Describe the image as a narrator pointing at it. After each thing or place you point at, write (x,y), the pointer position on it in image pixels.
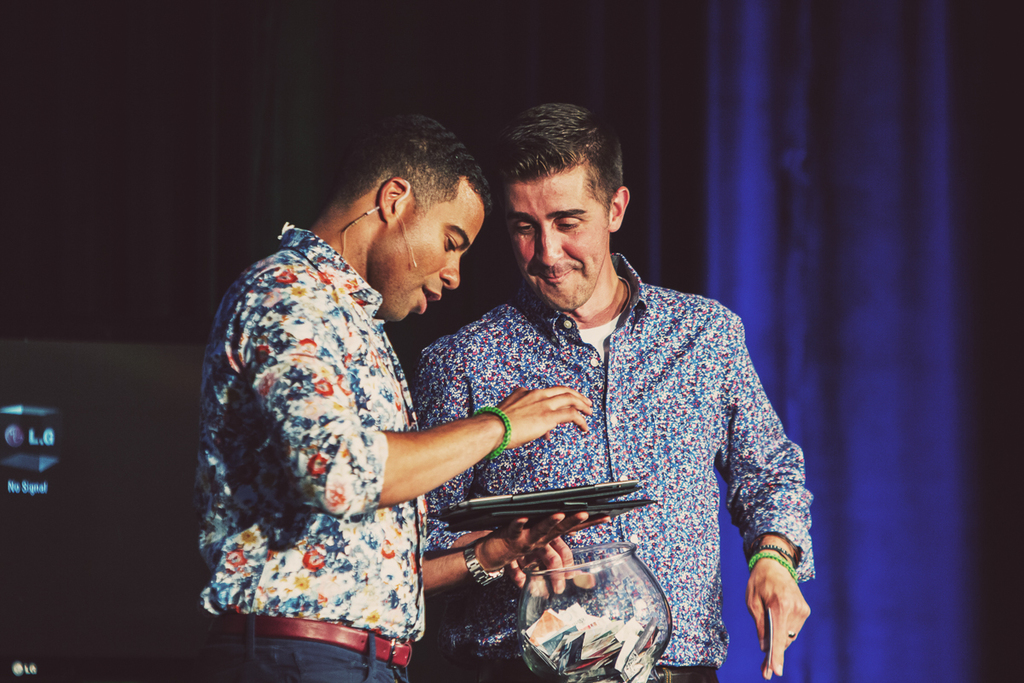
There are two persons (532,335) standing. Person (401,411) on the left (292,382) is having mic (404,196), wristband (489,414), watch (468,560) and holding something in the hand (493,562). Another person (704,397) is holding a bowl (582,625) with papers (612,643) inside. In the background (804,219) there is a blue curtain (792,226).
